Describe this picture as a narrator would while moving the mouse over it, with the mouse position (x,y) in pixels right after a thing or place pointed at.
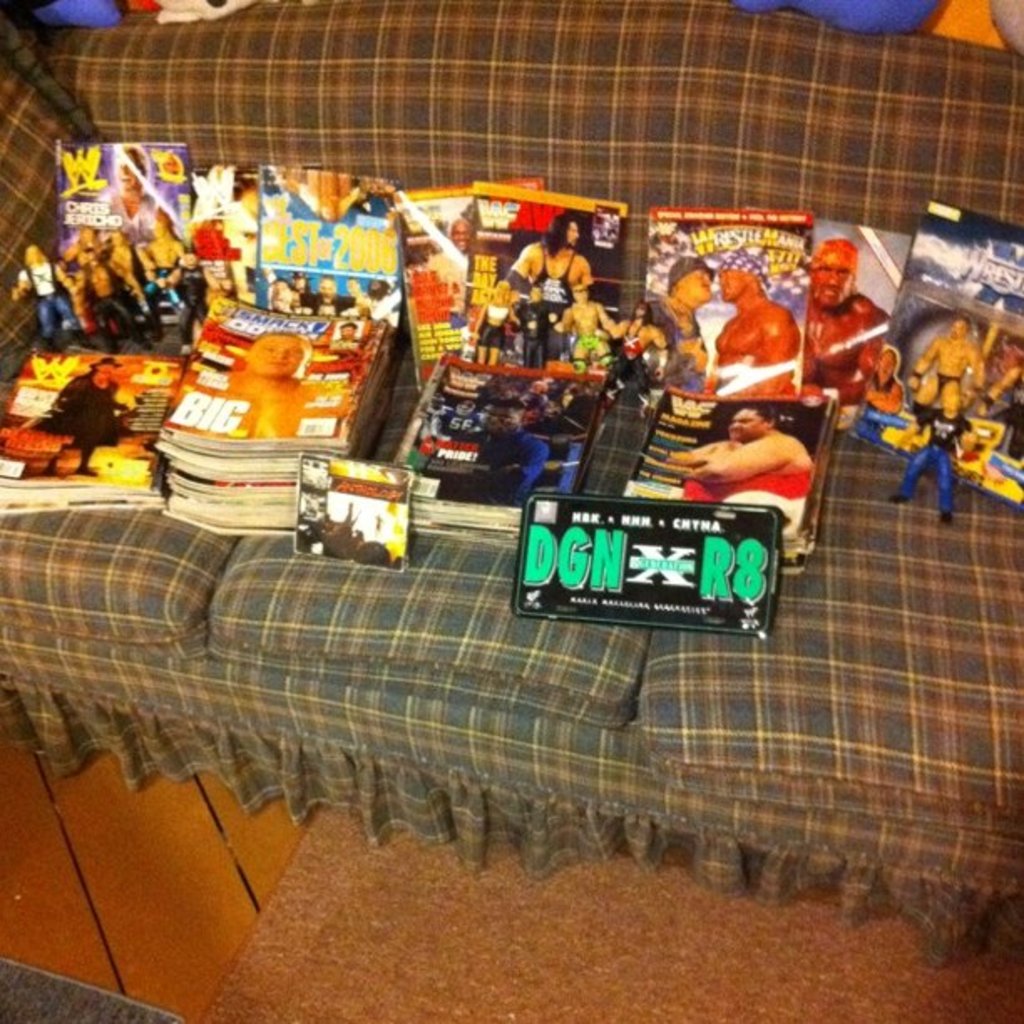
In the picture I can see few books (459,453) and some other objects (349,464) placed in a sofa (607,461).
